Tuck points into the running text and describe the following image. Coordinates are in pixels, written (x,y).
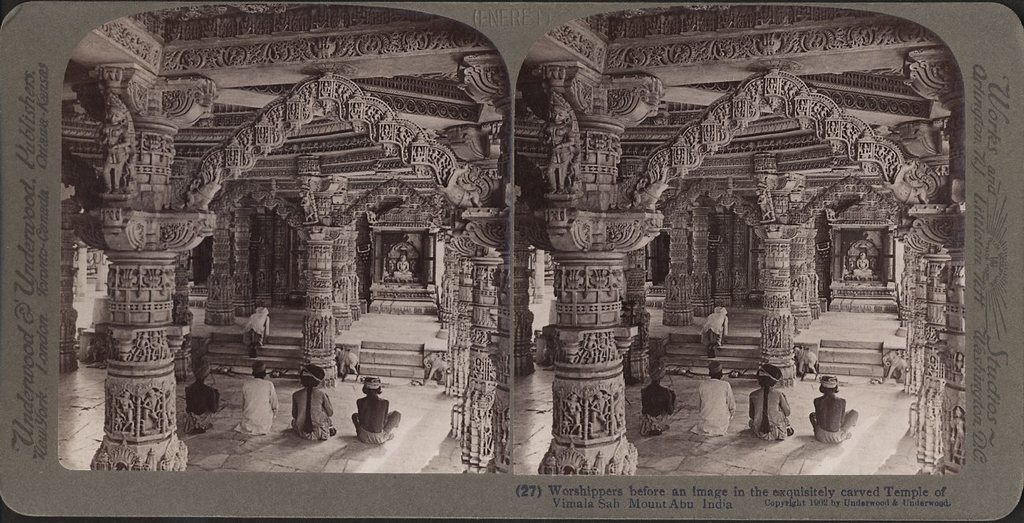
This is a poster having two similar images (830,168) and texts (866,493). In these two images, there are four men (360,422) sitting on the floor (878,427) of the temple (305,152) which is having sculptures (152,161) on the pillars (160,230) and a statue (399,274) arranged.
